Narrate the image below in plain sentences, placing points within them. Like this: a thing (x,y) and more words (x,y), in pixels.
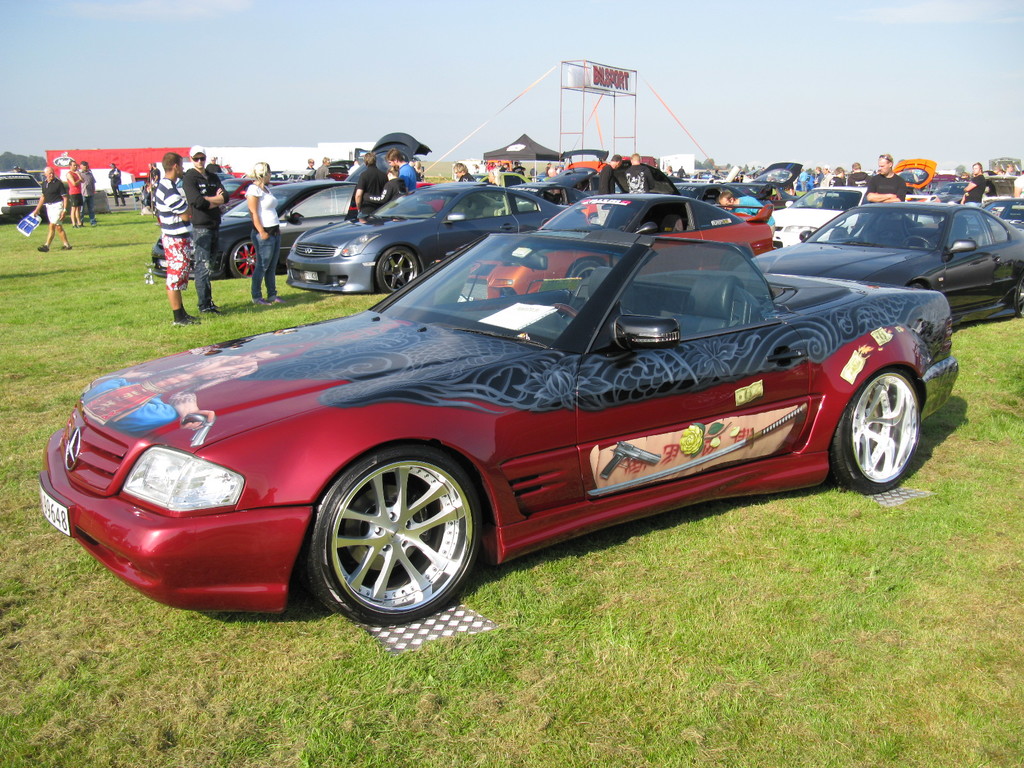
In this image we can see a few vehicles (384,329) on the ground (542,610), there are some sheds (524,157), trees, people (199,183), grass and an arch (606,98), in the background (948,75) we can see the sky (641,8).
